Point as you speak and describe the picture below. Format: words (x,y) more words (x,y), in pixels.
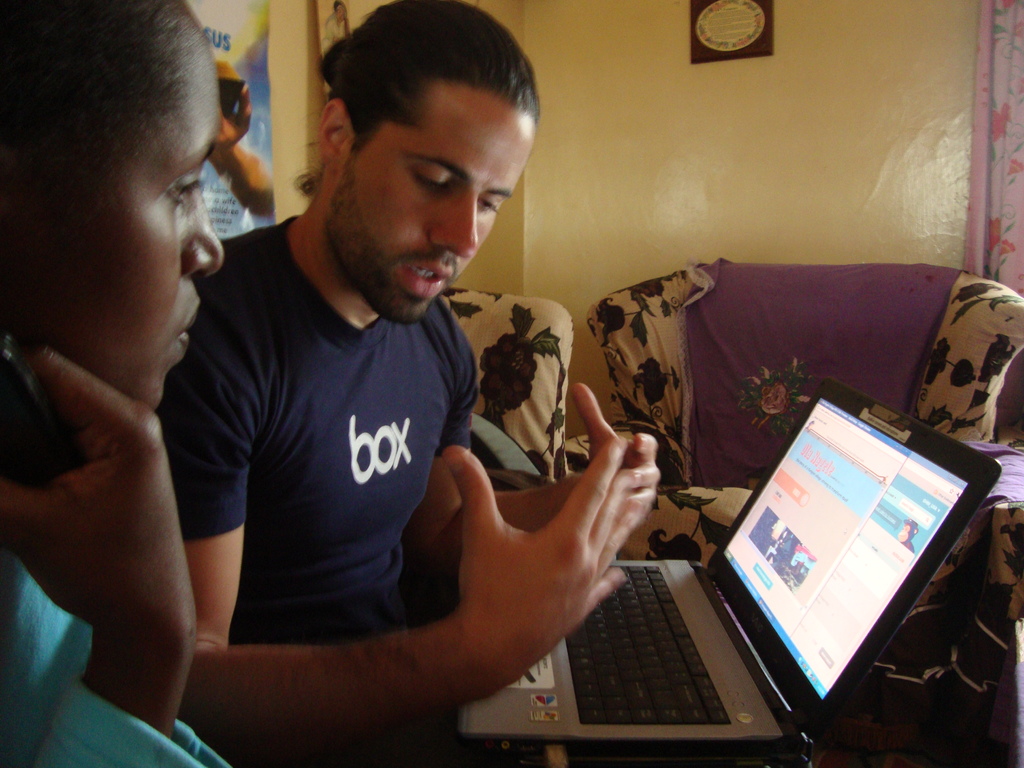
There is a man (342,552) in the center of the image (635,496) and a laptop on his laps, there is a lady (179,598) on the left side (157,616). There are sofas (495,424), posters (256,81) and a curtain (1005,281) in the background area of the image (244,94).
